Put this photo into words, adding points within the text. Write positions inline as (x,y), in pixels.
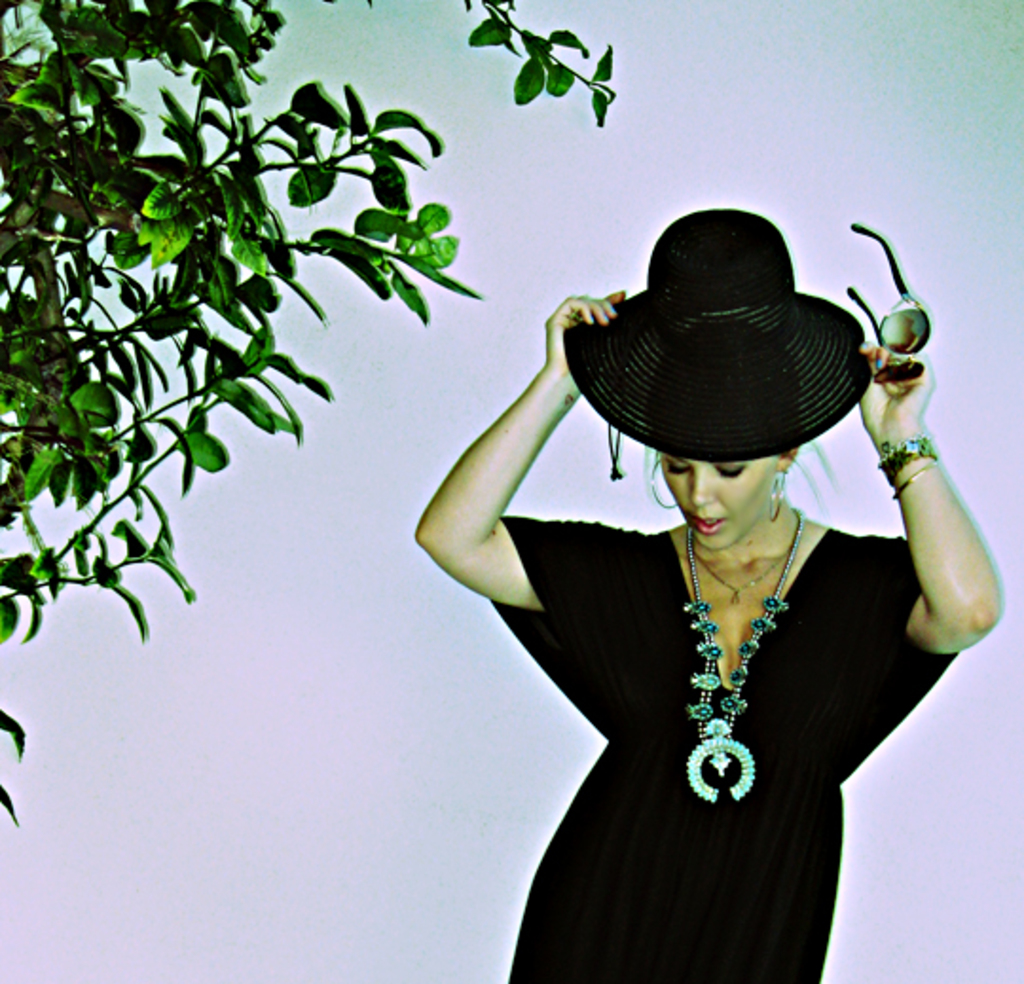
In this picture we can see a woman (616,807) in the black dress (717,693) and she is holding a hat (732,352) and goggles (878,341). On the left side of the image (57,93) there is a tree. Behind the woman (631,601) there is the white background (304,27).
